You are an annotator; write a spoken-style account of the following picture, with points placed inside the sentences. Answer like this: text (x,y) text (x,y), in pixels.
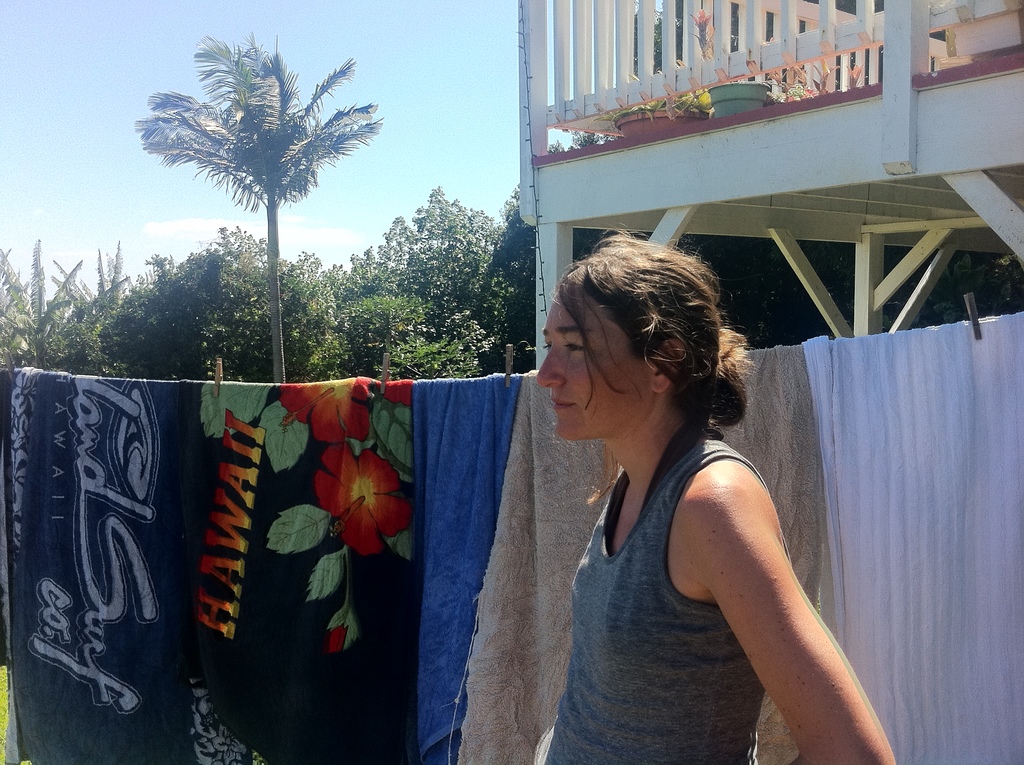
In this image, we can see a woman (722,641) is standing. Background (559,105) we can see clothespins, trees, wooden objects (837,101), plants (647,103), pots (653,127), railings (630,104) and sky (68,227).
